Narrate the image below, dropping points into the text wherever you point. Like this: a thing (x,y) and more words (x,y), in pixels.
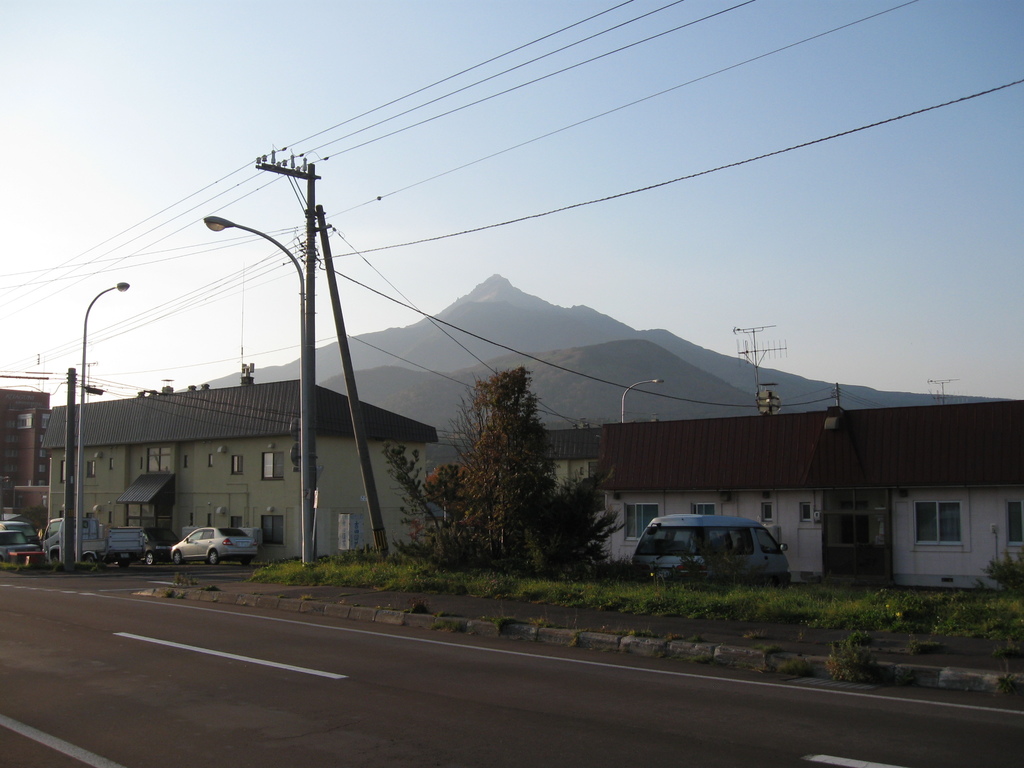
In this image I can see grass (540,586), trees (471,550), light poles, vehicles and buildings (269,432). In the background (569,364) I can see wires (377,295), mountains (550,350) and the sky (436,304). This image is taken may be on the road (383,703).
